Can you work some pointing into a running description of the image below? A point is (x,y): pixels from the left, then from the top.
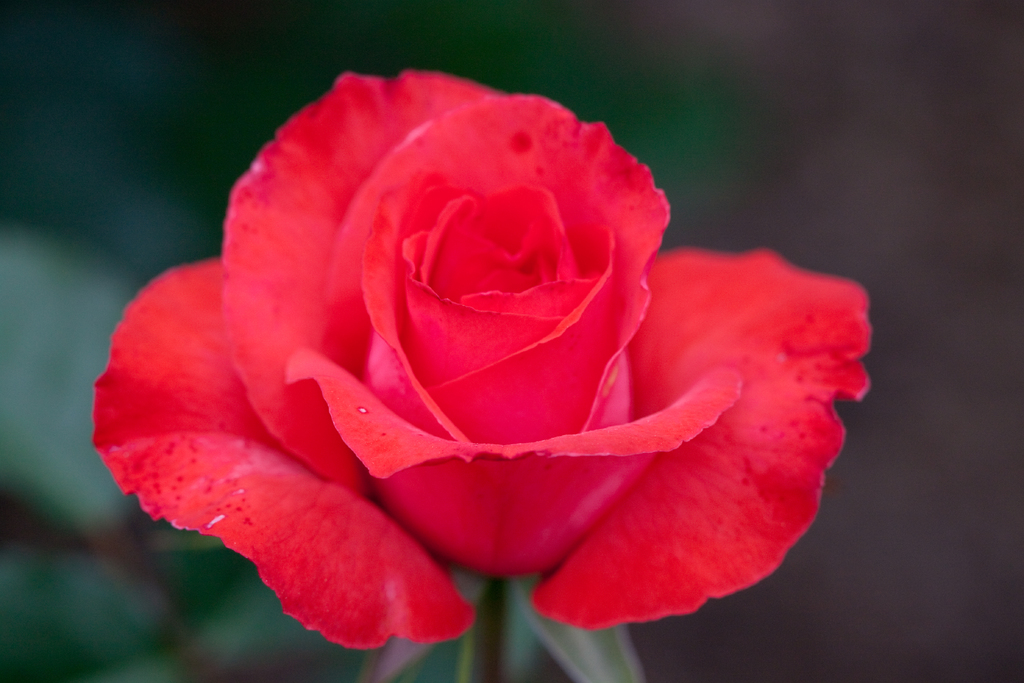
In this image we can see a red color rose flower (396,388) and the background (140,595) is blurred.
